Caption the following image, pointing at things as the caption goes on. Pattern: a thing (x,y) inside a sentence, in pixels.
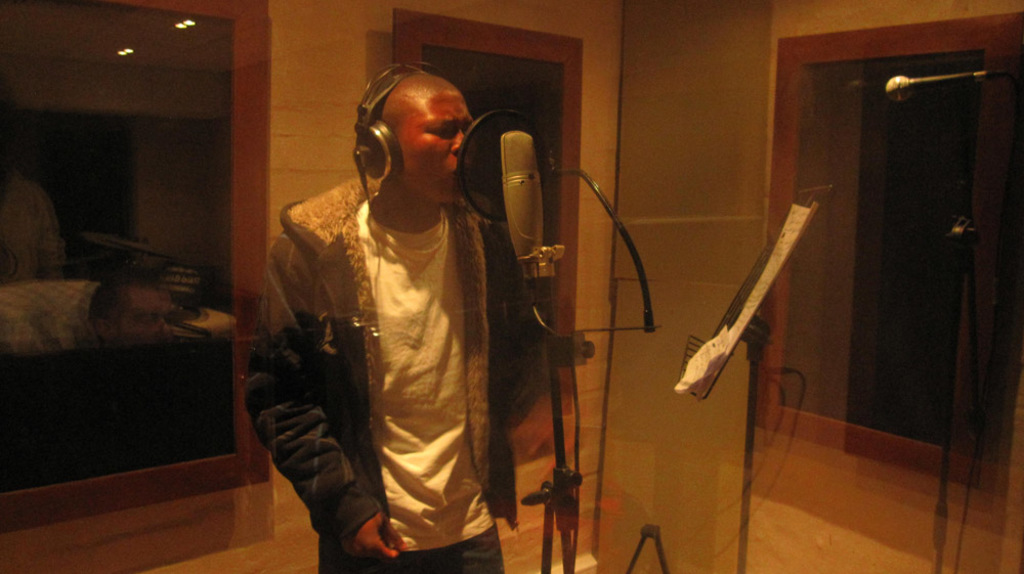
In the picture we can see a man (437,501) standing in the recording theater (701,458) and singing a song near the microphone stand (562,488), and he is with headsets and behind him we can see the wall (50,558) with glasses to it.
